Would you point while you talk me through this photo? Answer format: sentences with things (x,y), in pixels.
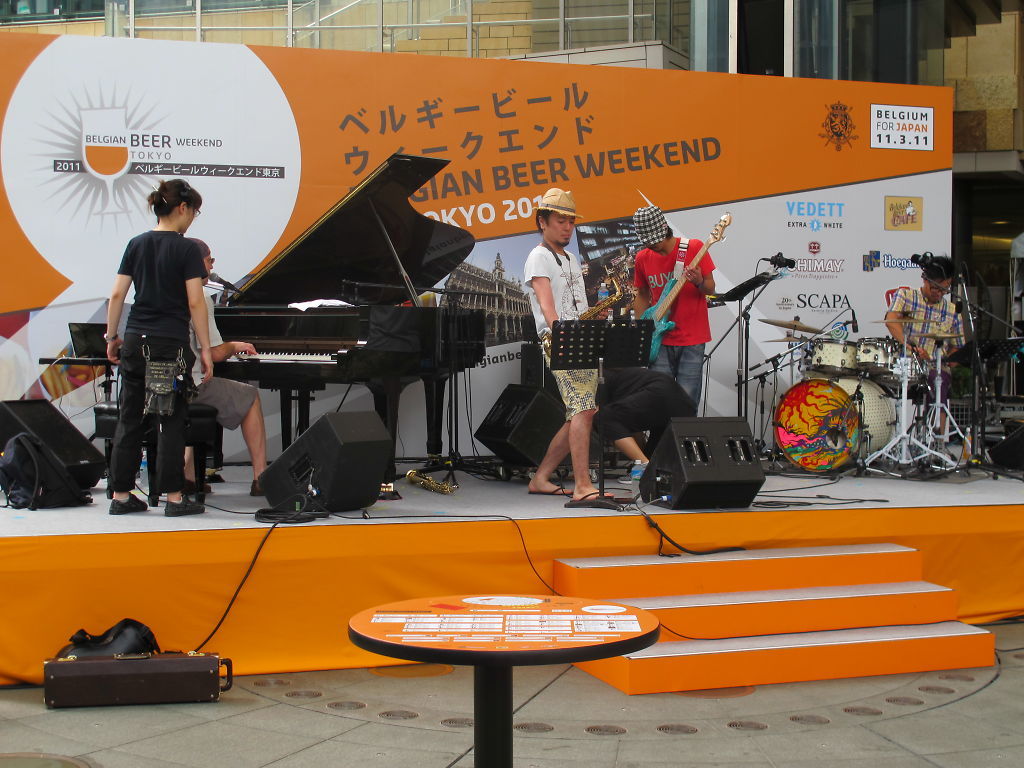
In this picture we can see four men (954,334) playing musical instrument (298,327) such as piano (296,325), guitars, drums (831,370) and on stage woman (182,338) is standing and in front (665,596) we have steps (708,620) and in the background (515,149) we can see banner (726,93).
